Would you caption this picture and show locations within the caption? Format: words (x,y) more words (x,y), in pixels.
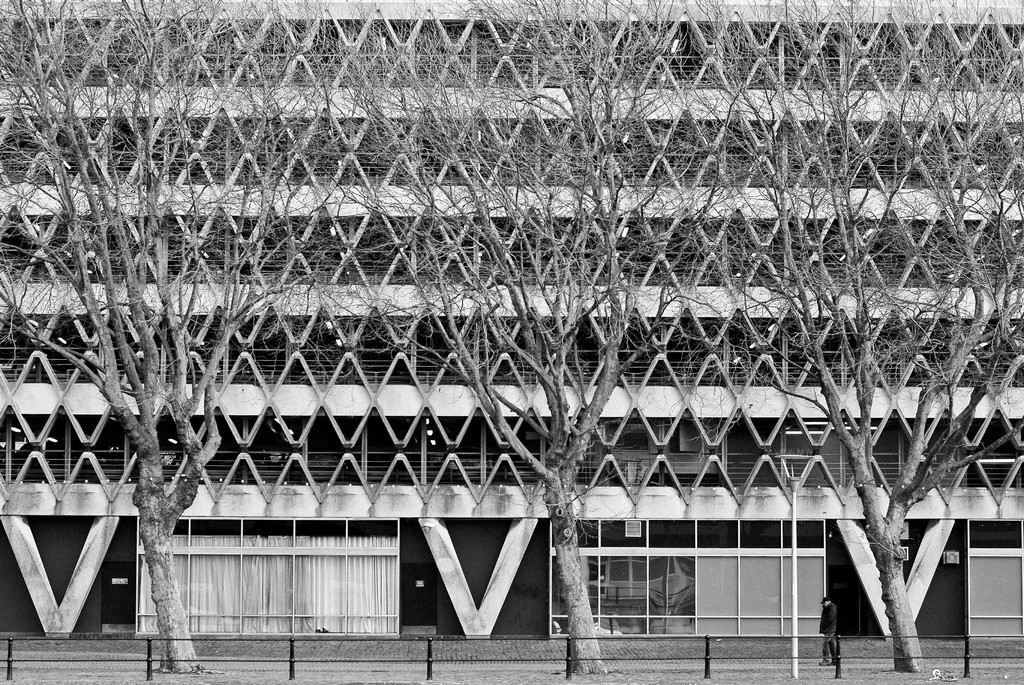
As we can see in the image there are dry trees (573,634), buildings (477,417), windows (331,574) and white color curtains (215,580).
